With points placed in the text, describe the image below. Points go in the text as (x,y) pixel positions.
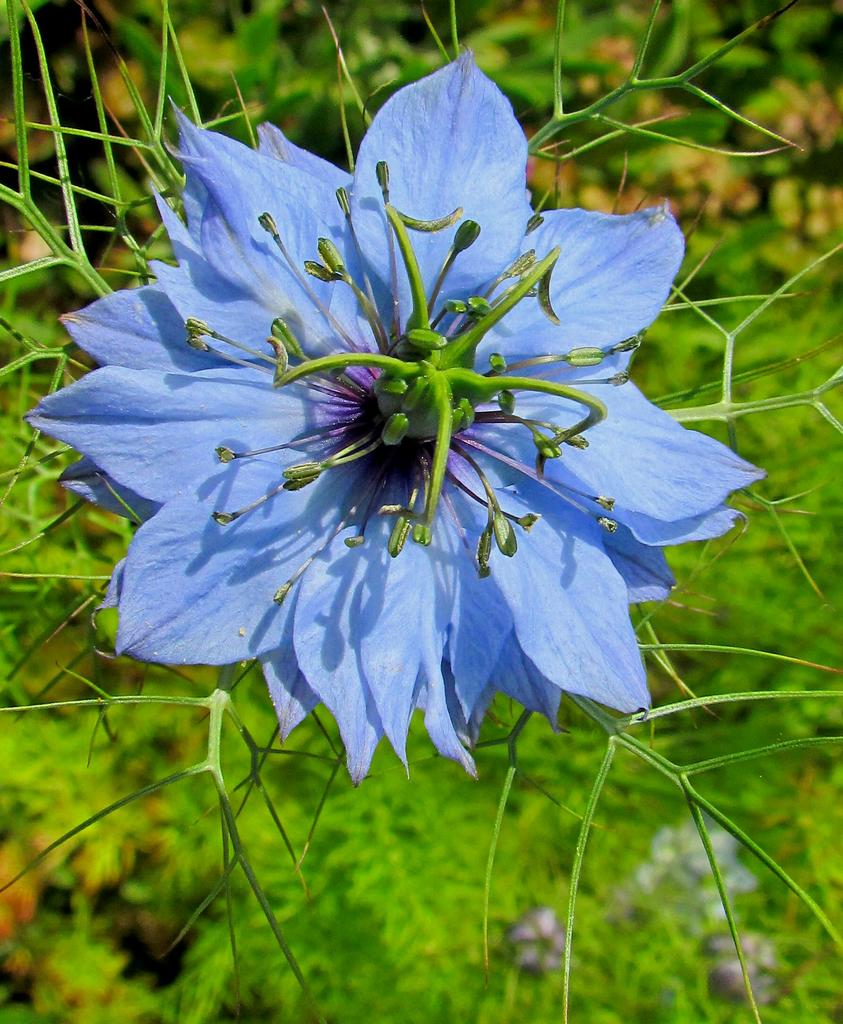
In the picture I can see flower (308,492) to the plant (210,429), behind we can see few plants (531,909).
